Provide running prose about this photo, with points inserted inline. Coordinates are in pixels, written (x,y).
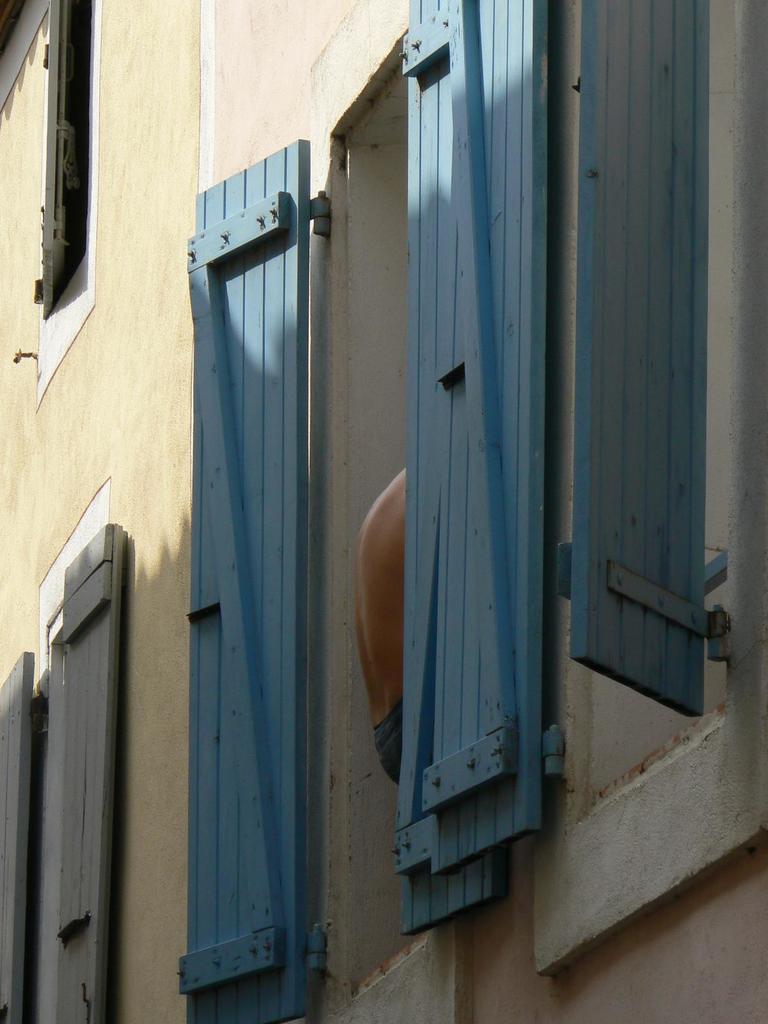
In this image there is a building (140,300) and also there are some windows (364,767) and wooden boards (486,681), and in the center (388,566) there is one person's body (398,595) is visible.
